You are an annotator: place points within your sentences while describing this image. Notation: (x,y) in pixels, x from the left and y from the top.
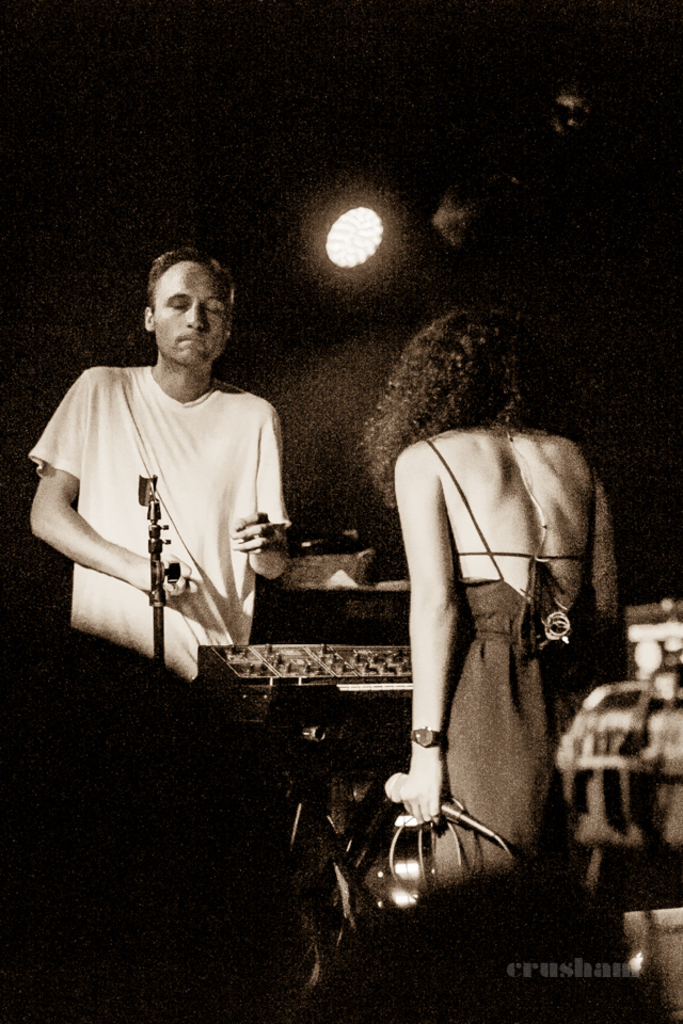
Here in this picture we can see a man (204,451) and a woman (436,441) standing over a place (447,916) and we can see the woman (454,787) is holding a microphone (476,832) in her hand (420,810) and in front of her can see musical instruments (318,685) present and the man (233,566) is also having a stand (153,515) in front of him and behind him we can see a light (336,256) present.
